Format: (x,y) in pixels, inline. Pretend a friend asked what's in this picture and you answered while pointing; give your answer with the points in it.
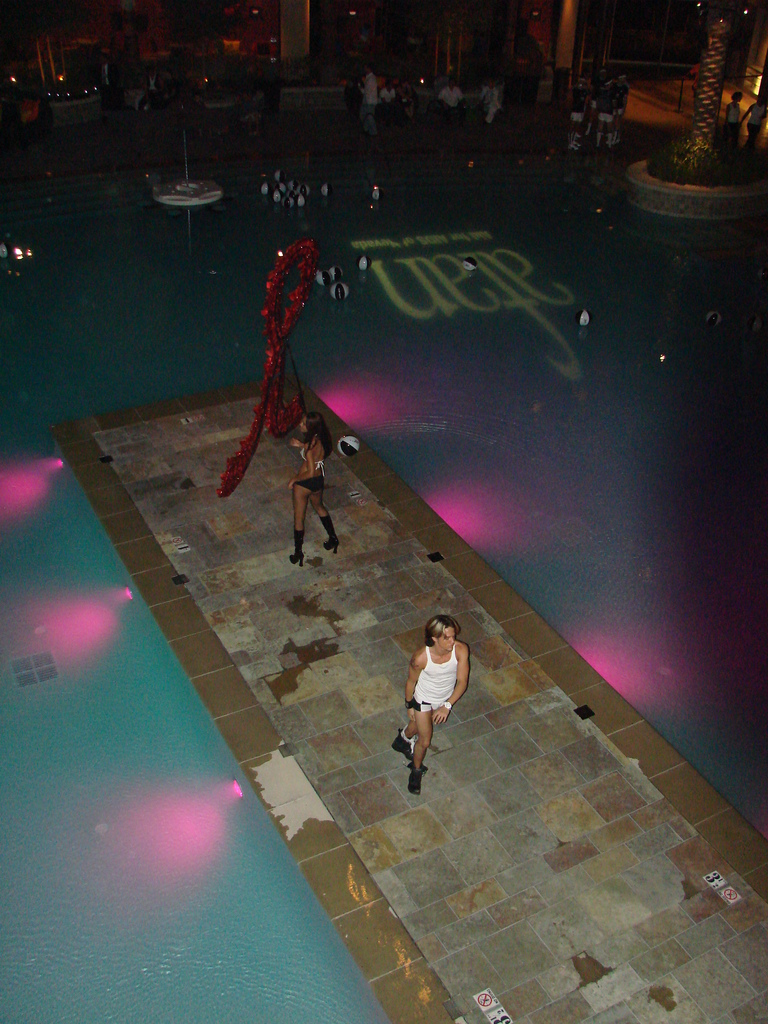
There are two people (418,775) in motion and we can see red object (244,462) and lights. We can see balls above the water (201,297). In the background (299,78) we can see people (601,88), tree (708,64), plants (736,160) and lights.
